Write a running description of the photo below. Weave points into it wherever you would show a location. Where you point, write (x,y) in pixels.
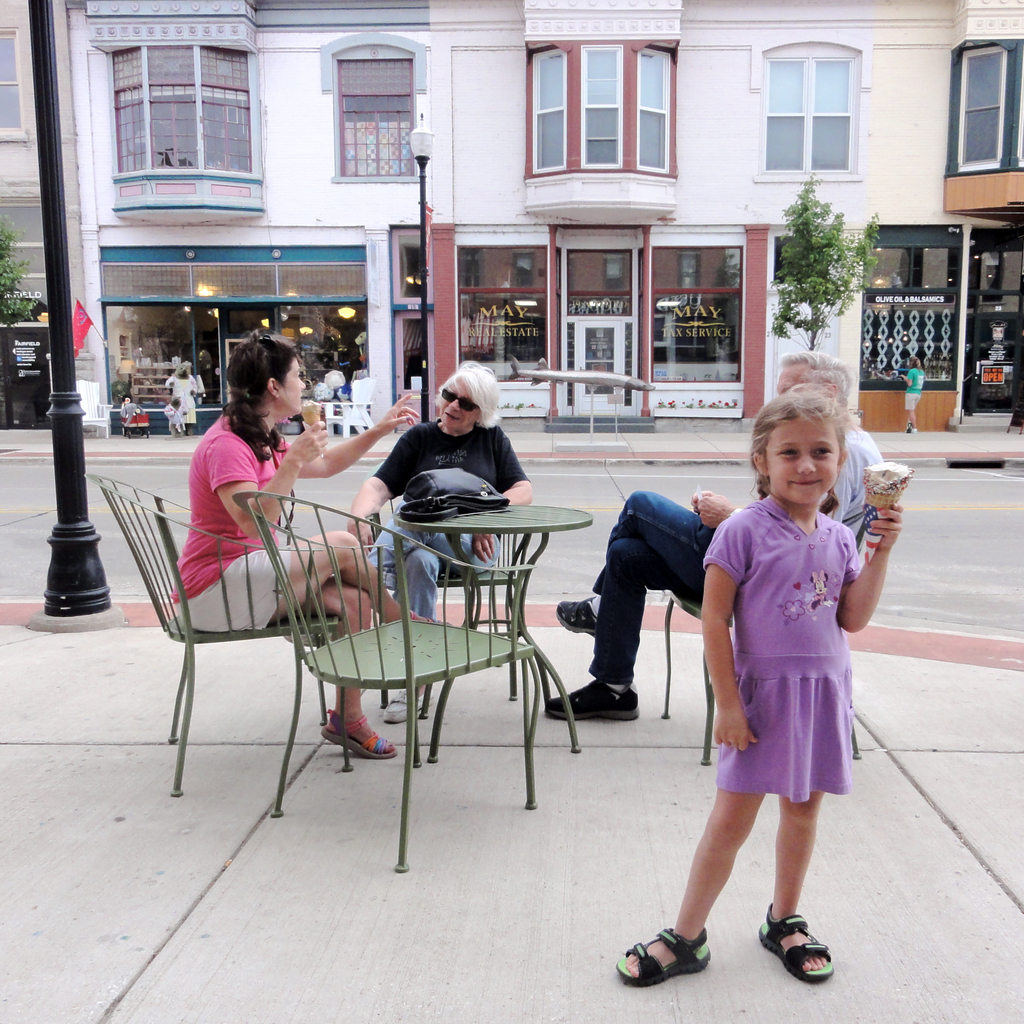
In this image, There are some chairs (503,577) which are in green color, There is a table (549,517) in green color on that table (533,526) there is a bag (455,491) which is in black color, There are some people (516,497) sitting on the chairs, In the right side (782,473) there is a girl (787,492) standing and she is holding a ice cream (882,505), In the background (776,234) there is a building (409,153) which is in white color, In the left side (61,482) there is a pole (60,373) which is in black color.
